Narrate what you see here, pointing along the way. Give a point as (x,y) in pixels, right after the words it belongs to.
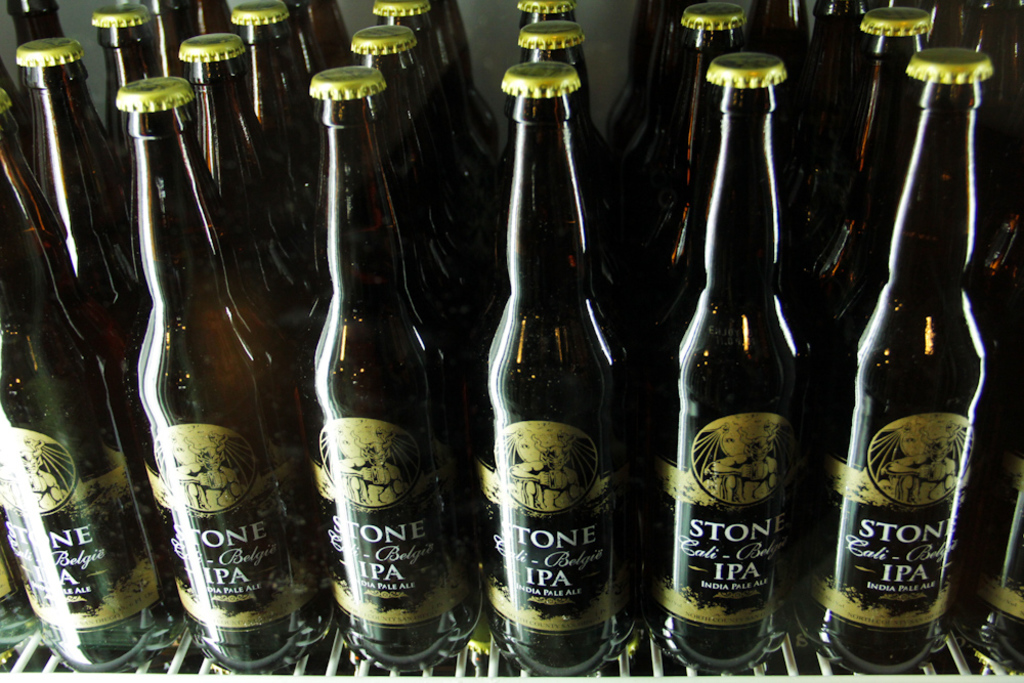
there are many bottles (514,411) with the liquid (527,399) in it
